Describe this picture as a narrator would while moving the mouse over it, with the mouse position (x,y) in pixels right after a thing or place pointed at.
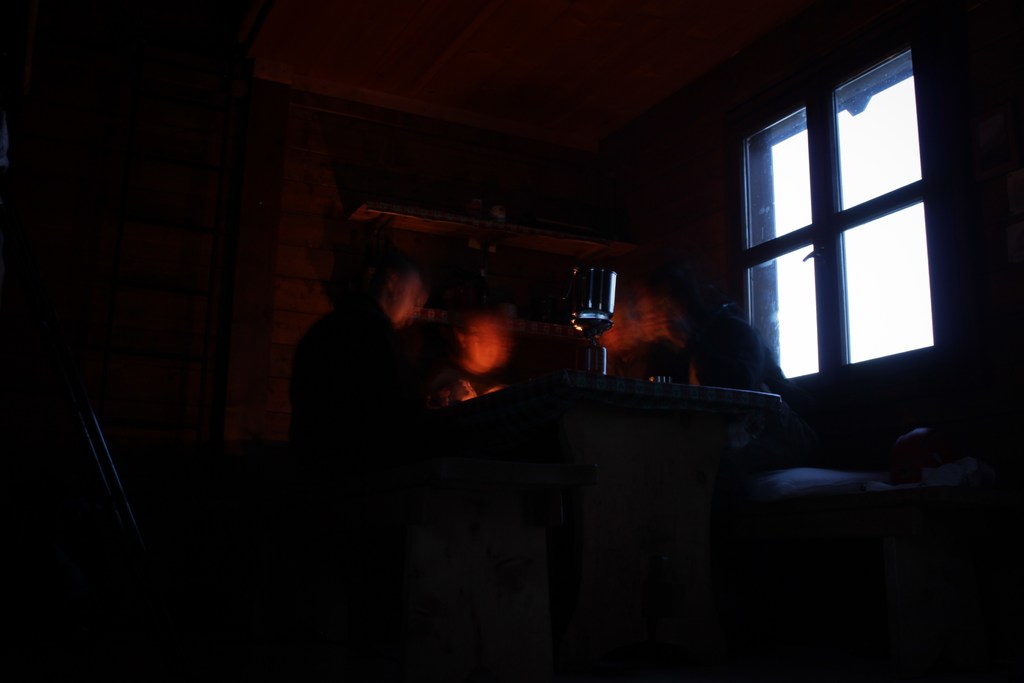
In this image I can see few persons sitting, a window (862,147) and I can see dark background (315,208).
